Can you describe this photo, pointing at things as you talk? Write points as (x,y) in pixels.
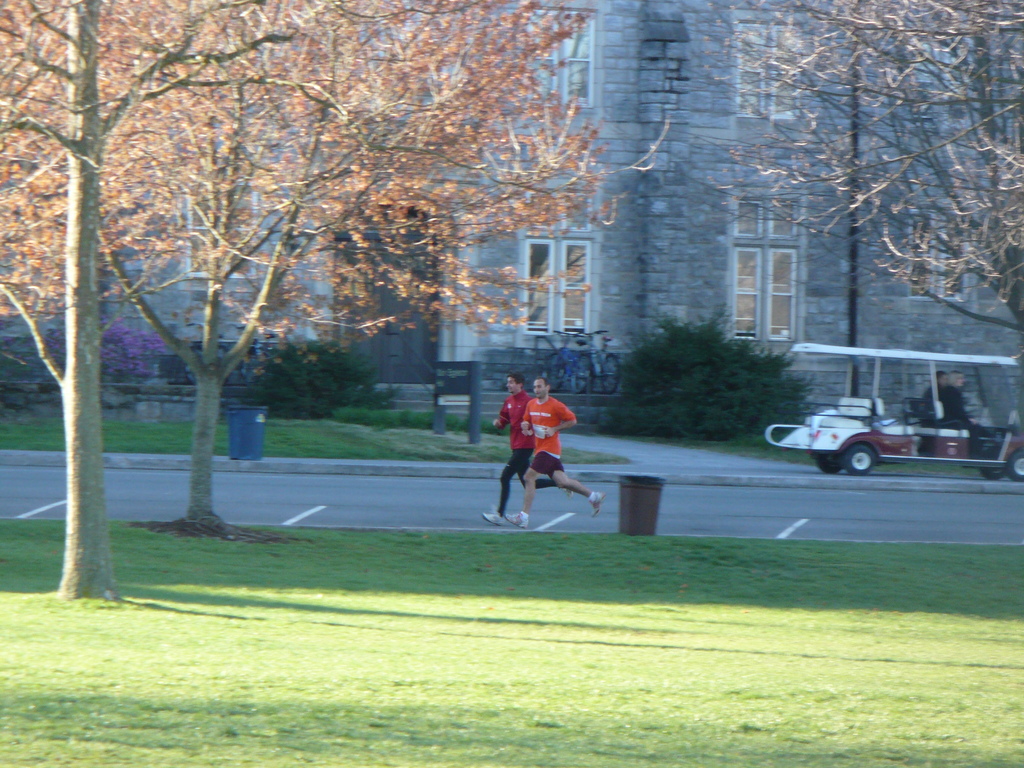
In this image we can see trees (71,303). On the ground (486,656) there is grass (400,688). There is a road (426,494) and dustbins (634,485). There are two persons (535,442) running. In the back (702,360) there are bushes (785,360). And there is a vehicle (866,401). In the background (675,267) there is a building (655,266) with doors (386,304) and windows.
